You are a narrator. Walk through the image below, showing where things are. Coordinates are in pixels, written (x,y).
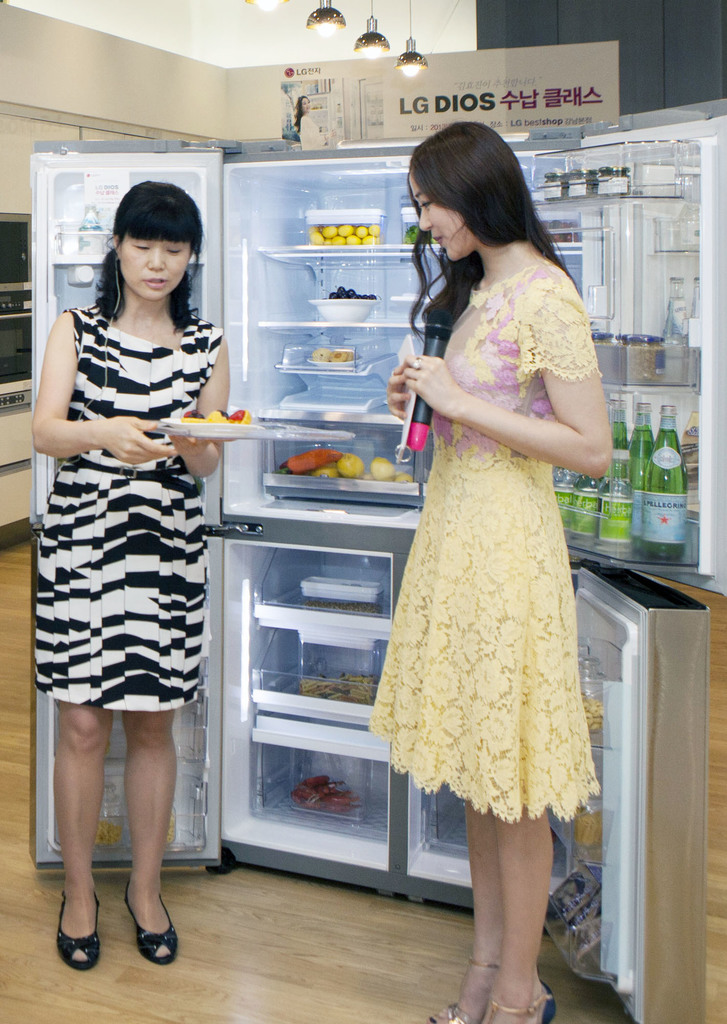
This is the picture of two ladies (432,568) who are holding some thing (285,427) and standing in front of the refrigerator (299,315) in which there are some bottles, fruits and some other things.
